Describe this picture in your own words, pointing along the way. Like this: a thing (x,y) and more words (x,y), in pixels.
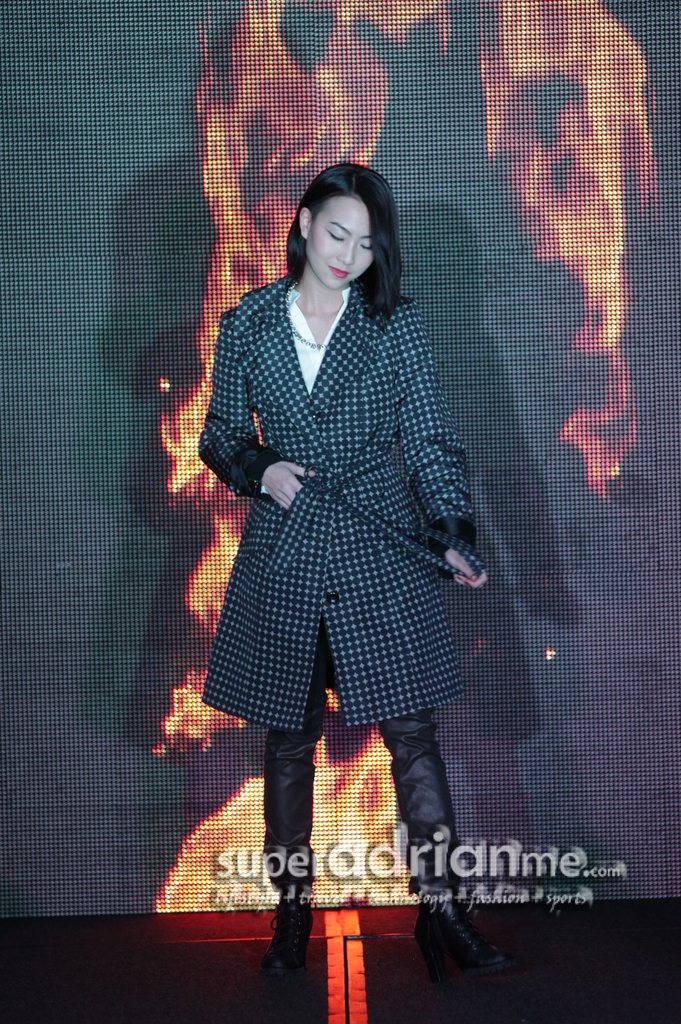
In the middle of this image (355,503), there is a woman (251,445) in a coat (440,520), doing a performance on a stage (131,928). At the bottom of this image (402,840), there is a watermark (397,874). In the background (547,827), there is a screen (178,77) in which there is a fire (195,910).
